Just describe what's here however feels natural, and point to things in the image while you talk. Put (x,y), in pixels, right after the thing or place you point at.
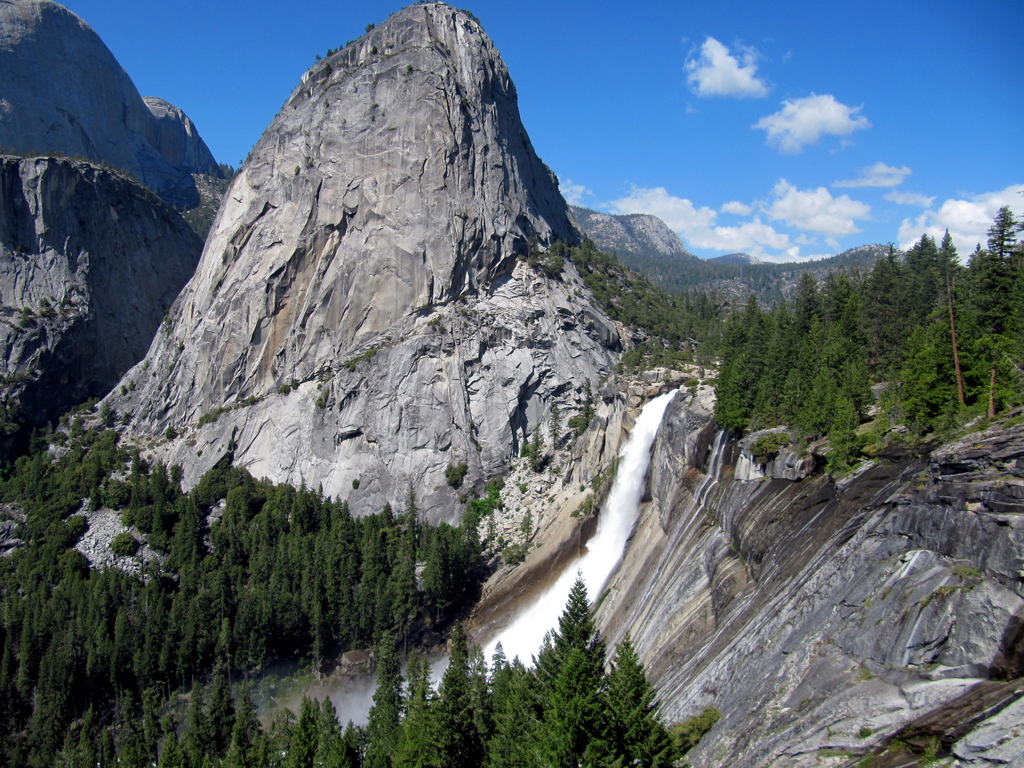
In this picture I can see number of trees (768,347) and in the center of this image (620,484) I see the waterfall (667,401). In the background (436,216) I see the mountains (396,213) and the sky (571,85).
